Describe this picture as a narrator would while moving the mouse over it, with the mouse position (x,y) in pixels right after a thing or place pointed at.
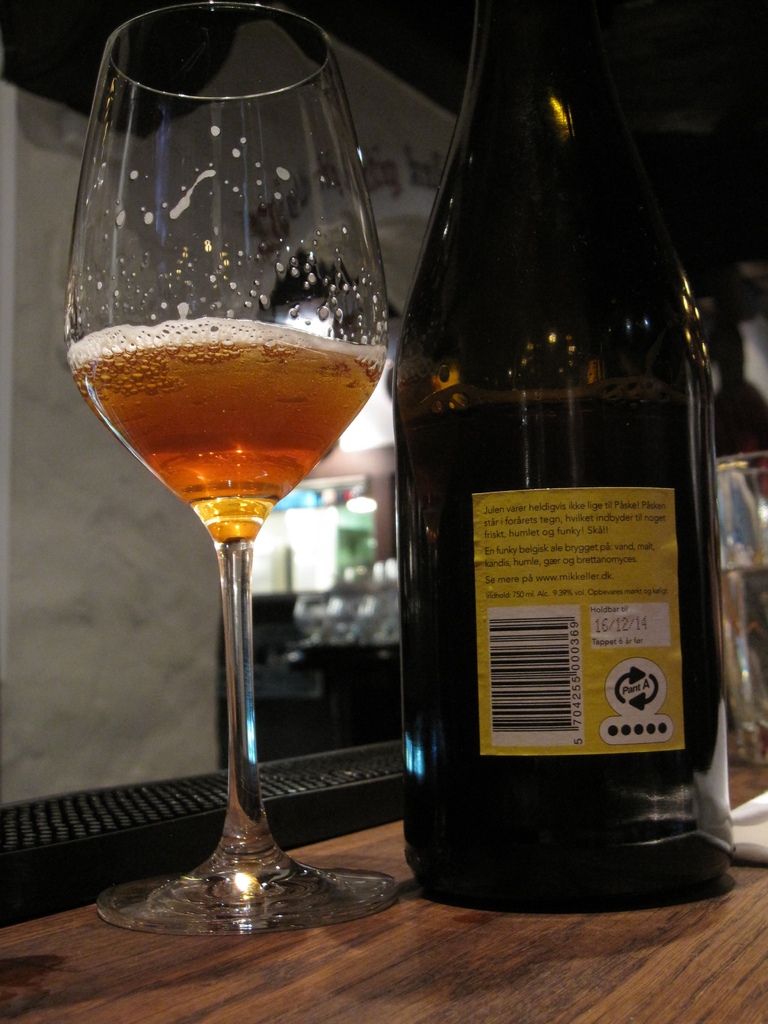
This is a zoomed in picture. In the foreground (240,752) we can see a glass of drink (334,921), a glass bottle (541,714) and some other items (760,591) are placed on the top of the table (383,1001). In the background (313,603) we can see the lights (355,510) and many other objects (368,600).
